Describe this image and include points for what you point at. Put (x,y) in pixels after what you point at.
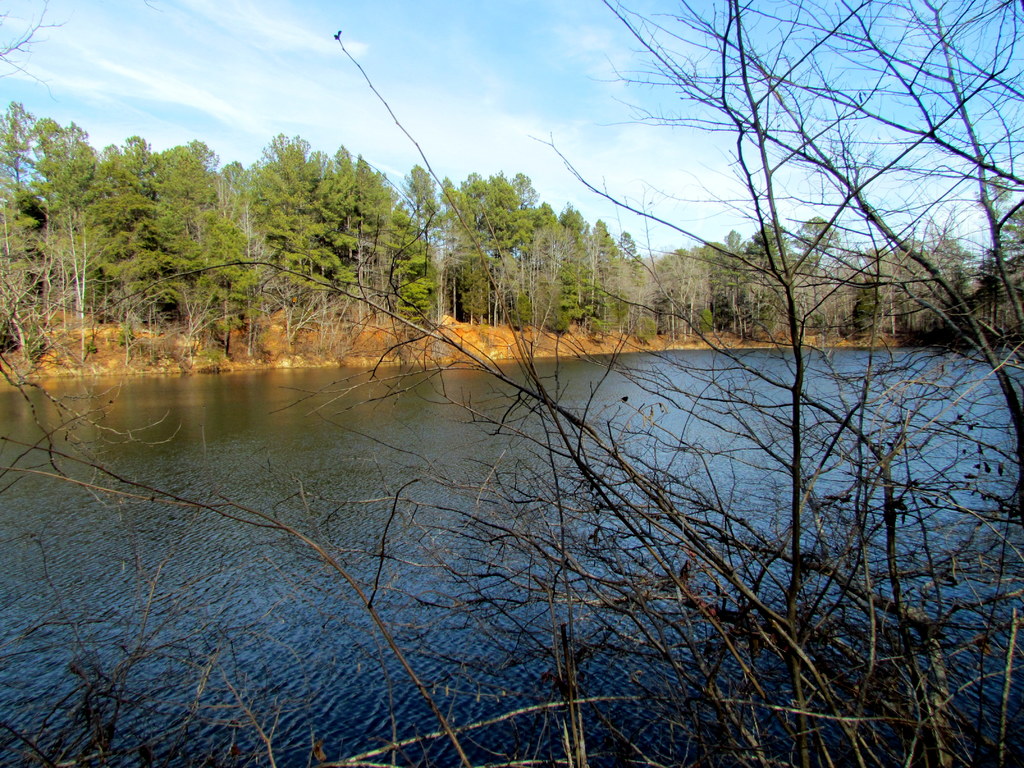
In this image, there is an outside view. There are some trees (532,282) beside the lake (277,403). There are branches (863,358) on the right side of the image (1007,366). There is a sky (524,111) at the top of the image (485,29).
